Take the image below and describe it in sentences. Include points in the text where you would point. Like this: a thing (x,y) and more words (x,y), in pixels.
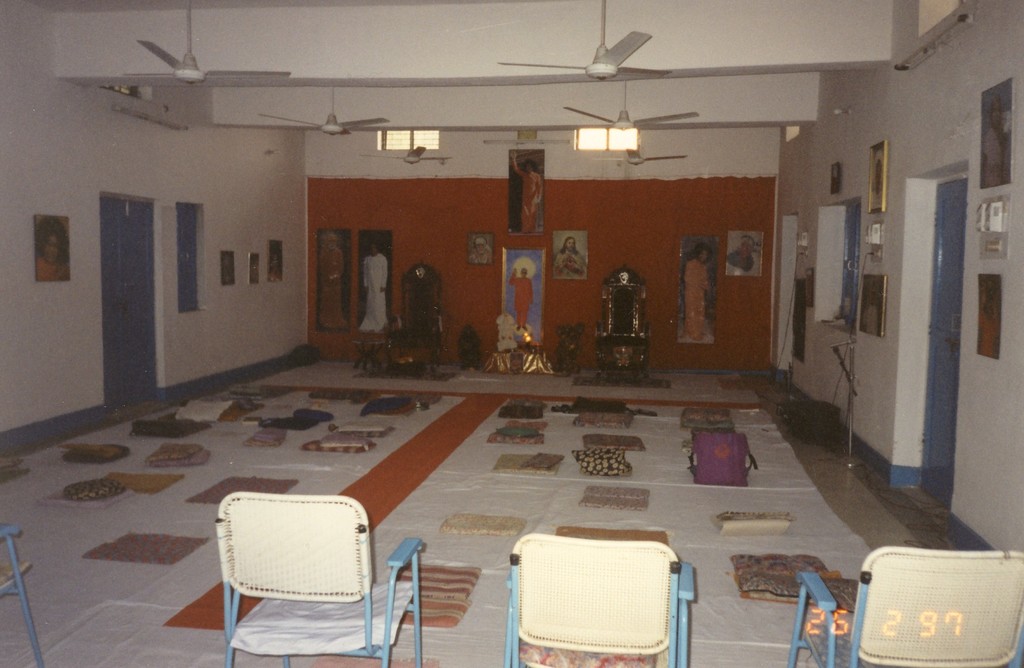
In this image there is a room (75,476) which contains chairs (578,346), photographs (345,288) and other objects (469,360) on the stage (291,375), in front of it there are mats (599,443) and chairs (336,507) on the floor (735,612) and on the sides there are windows (189,245), door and photographs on the wall (862,184), there are fans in the roof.
